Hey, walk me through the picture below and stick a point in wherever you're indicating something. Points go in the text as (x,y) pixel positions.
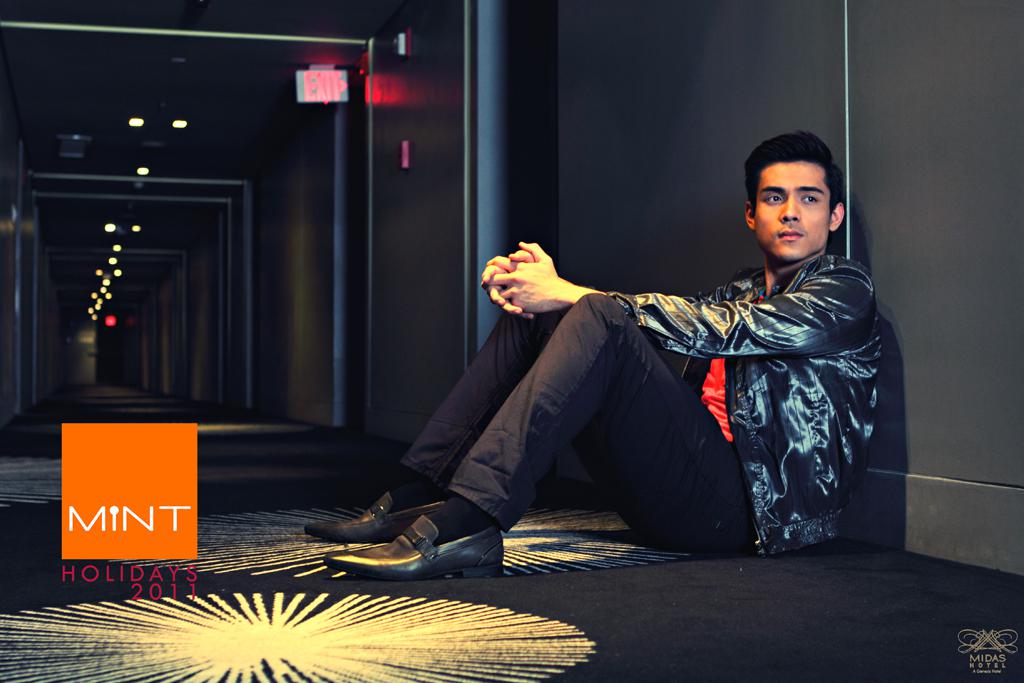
In the image we can see a man (648,405) wearing clothes (674,408), shoes (428,522), socks (430,495) and the man (756,421) is sitting. Here we can see floor (623,547), wall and lights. There is an instruction board (327,88) and on the bottom left (89,479) we can see the watermark (111,479).
